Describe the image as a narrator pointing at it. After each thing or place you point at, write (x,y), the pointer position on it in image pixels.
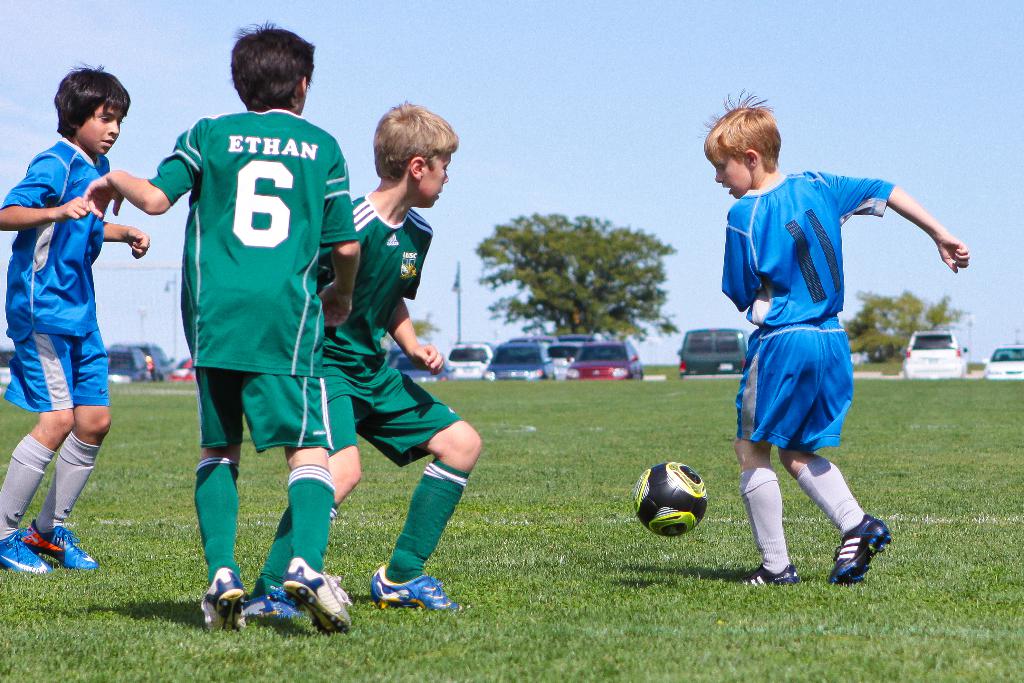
This image consists of four boys (238,585). At the bottom (431,659), there is green grass (559,657) on the ground (394,637). They are playing football. In the background (596,269), there are many cars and trees (521,274). At the top (541,55), there is sky (378,65).
